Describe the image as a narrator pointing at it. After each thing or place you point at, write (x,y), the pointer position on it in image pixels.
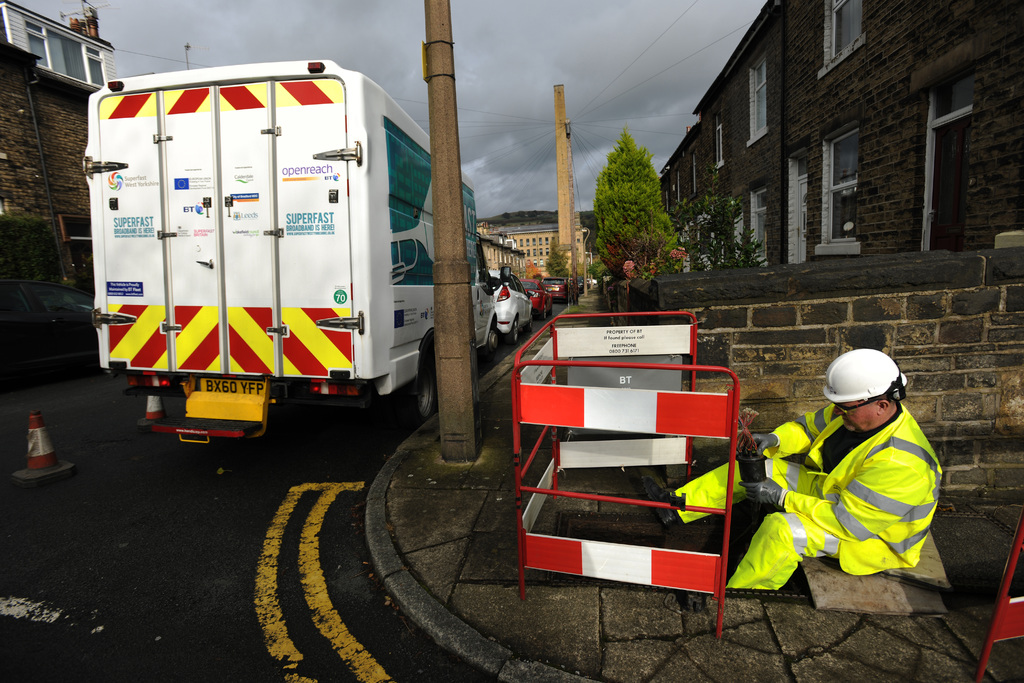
In the right side (927,498) a man (882,505) is sitting, he wore a green color dress (918,507) in the left side (169,278) a vehicle (166,251) is parked on the road (359,444), it is in white color, in the middle (609,252) it's a tree (617,265).
